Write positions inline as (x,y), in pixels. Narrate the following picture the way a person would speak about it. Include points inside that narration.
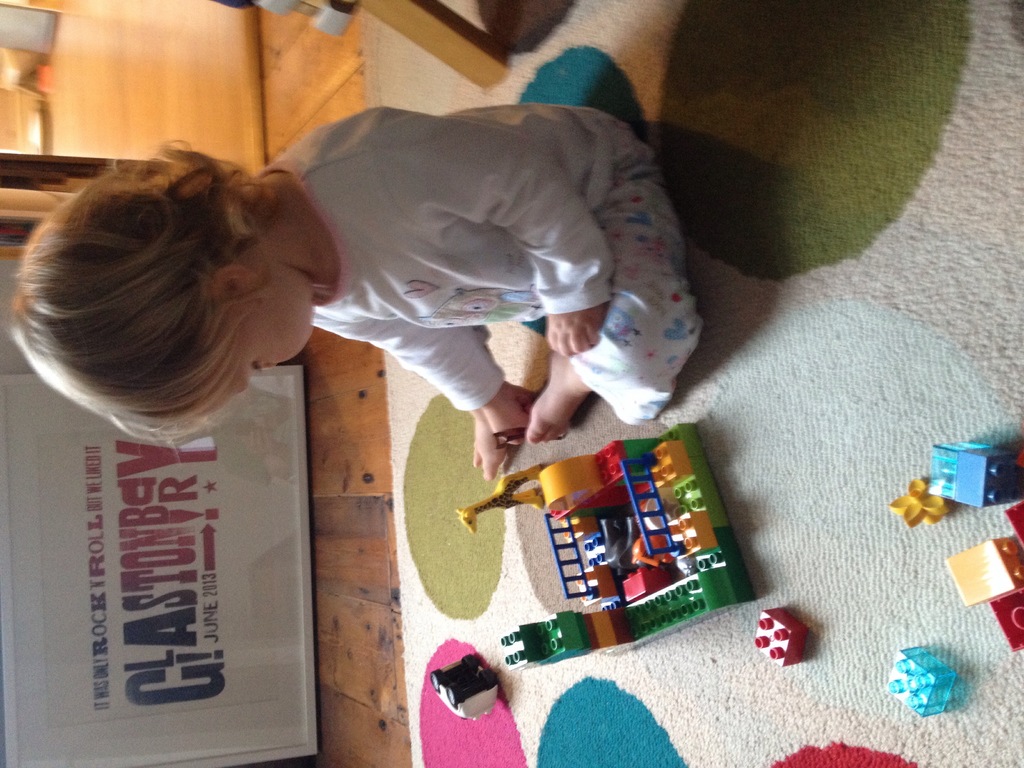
In the center of the image (386,306) there is a baby (364,250) sitting and playing with legos (664,539). In the background (395,38) we can see floor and wall (3,355).
